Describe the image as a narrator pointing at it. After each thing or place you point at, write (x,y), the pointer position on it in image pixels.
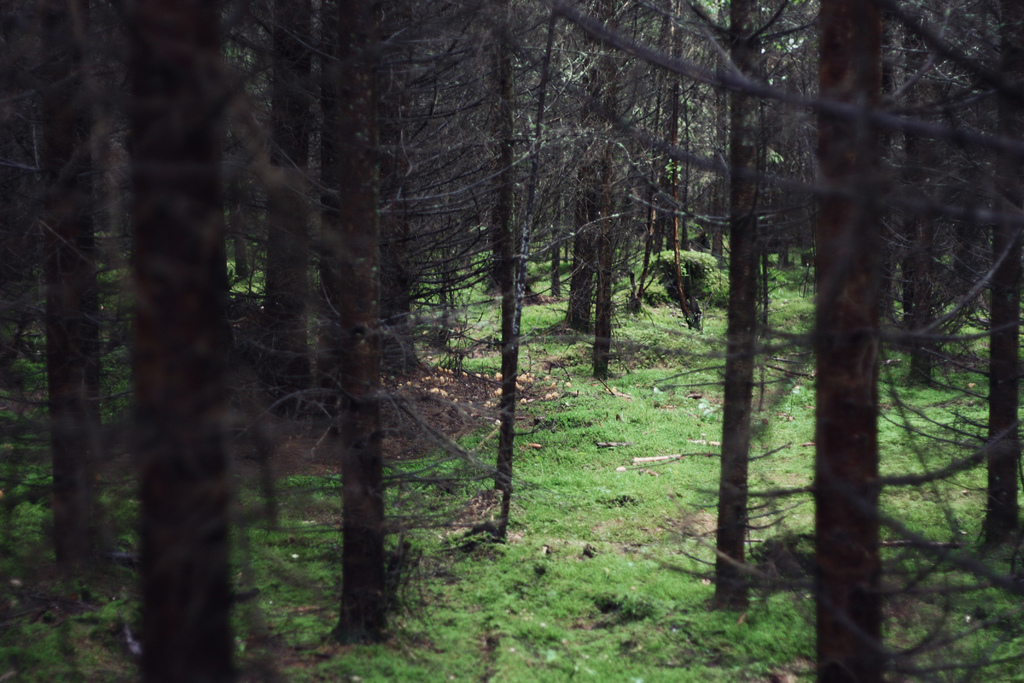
In this image I can see few plants (628,323) in green color and I can also see few dried trees (681,157).
